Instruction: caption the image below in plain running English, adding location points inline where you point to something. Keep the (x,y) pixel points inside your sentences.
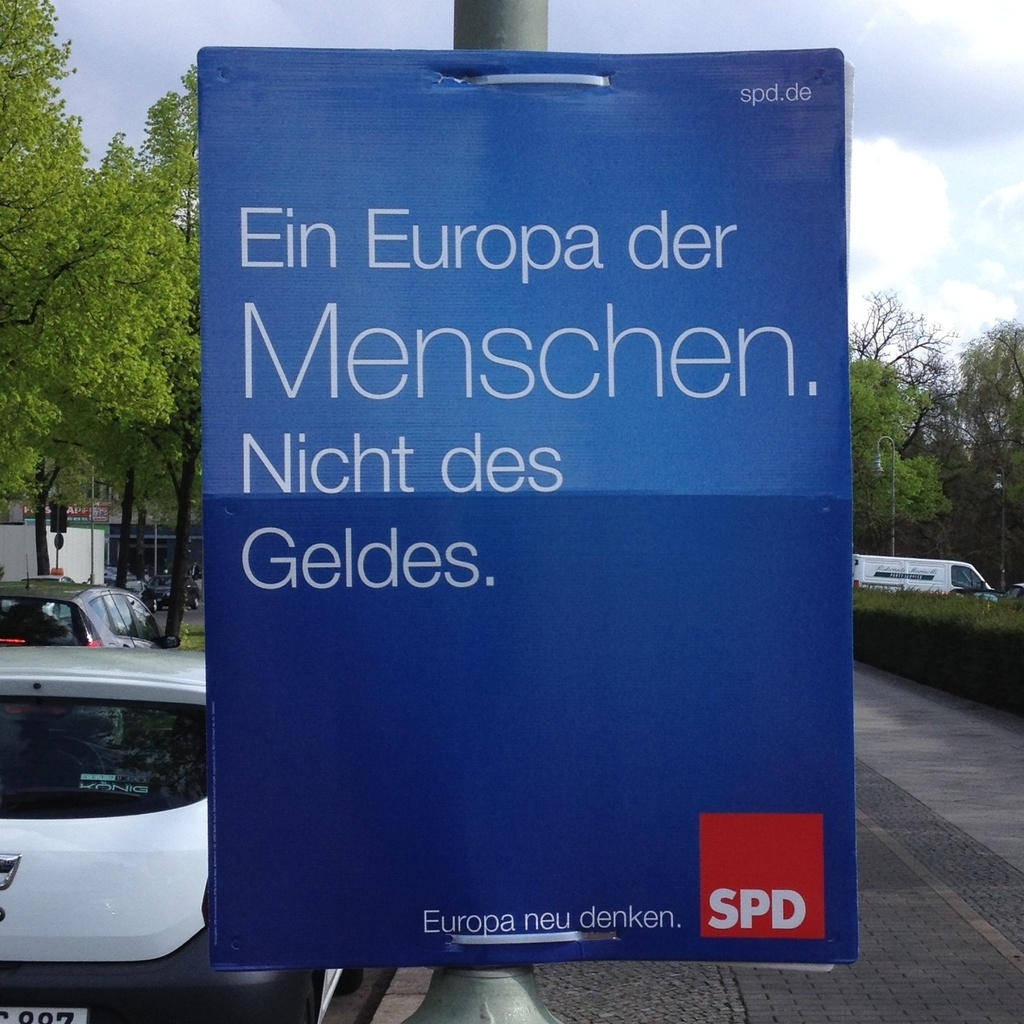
In this image in the foreground (612,239) there is a blue board (487,576). In the road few vehicles (154,600) are moving. In the background (74,409) there are trees (192,409), buildings (148,539), sign board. The sky (895,38) is cloudy.
